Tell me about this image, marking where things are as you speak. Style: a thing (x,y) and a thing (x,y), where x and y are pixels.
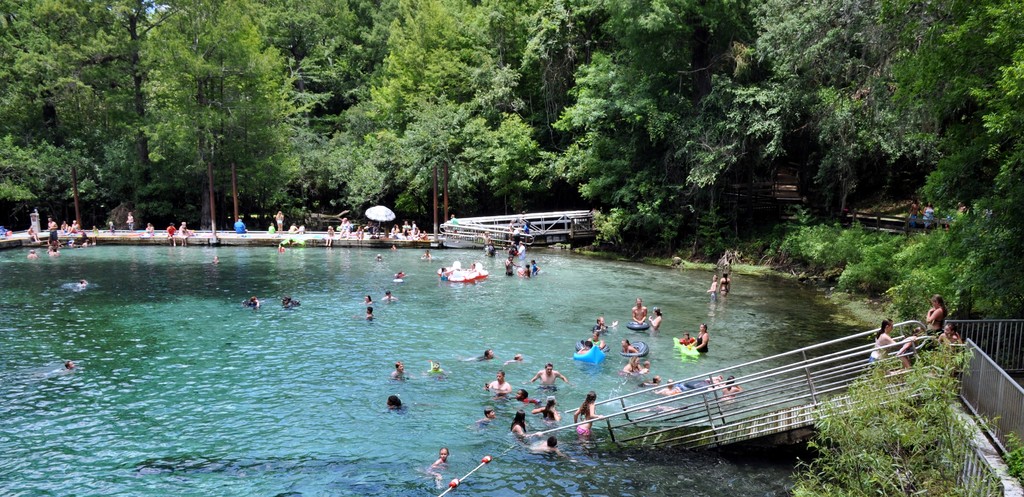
In the image there is a lake (700,299) in the middle (618,329) with many people (583,415) swimming in it and over the background (981,197) there are trees (568,125) all around the lake (302,289), there are few people (274,232) standing and sitting in front of it on the land (235,236).
